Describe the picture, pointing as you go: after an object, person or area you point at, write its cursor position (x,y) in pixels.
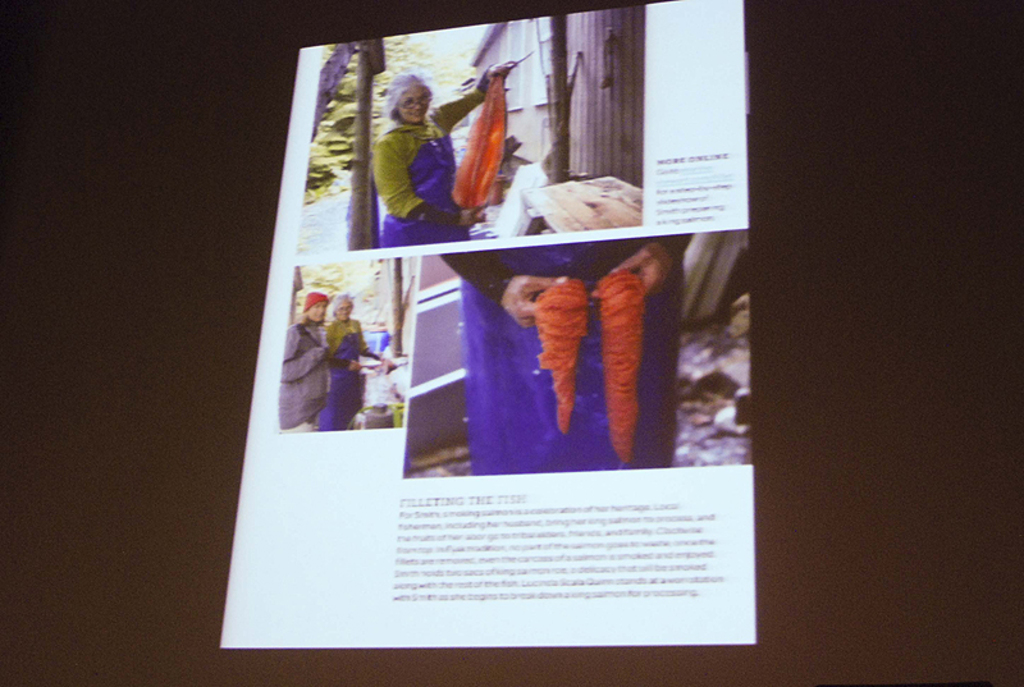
In this image, we can see a screen (589,329), on the screen (408,267), we can see some pictures (420,148) and text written on it. In the background (1002,147), we can see black color.
